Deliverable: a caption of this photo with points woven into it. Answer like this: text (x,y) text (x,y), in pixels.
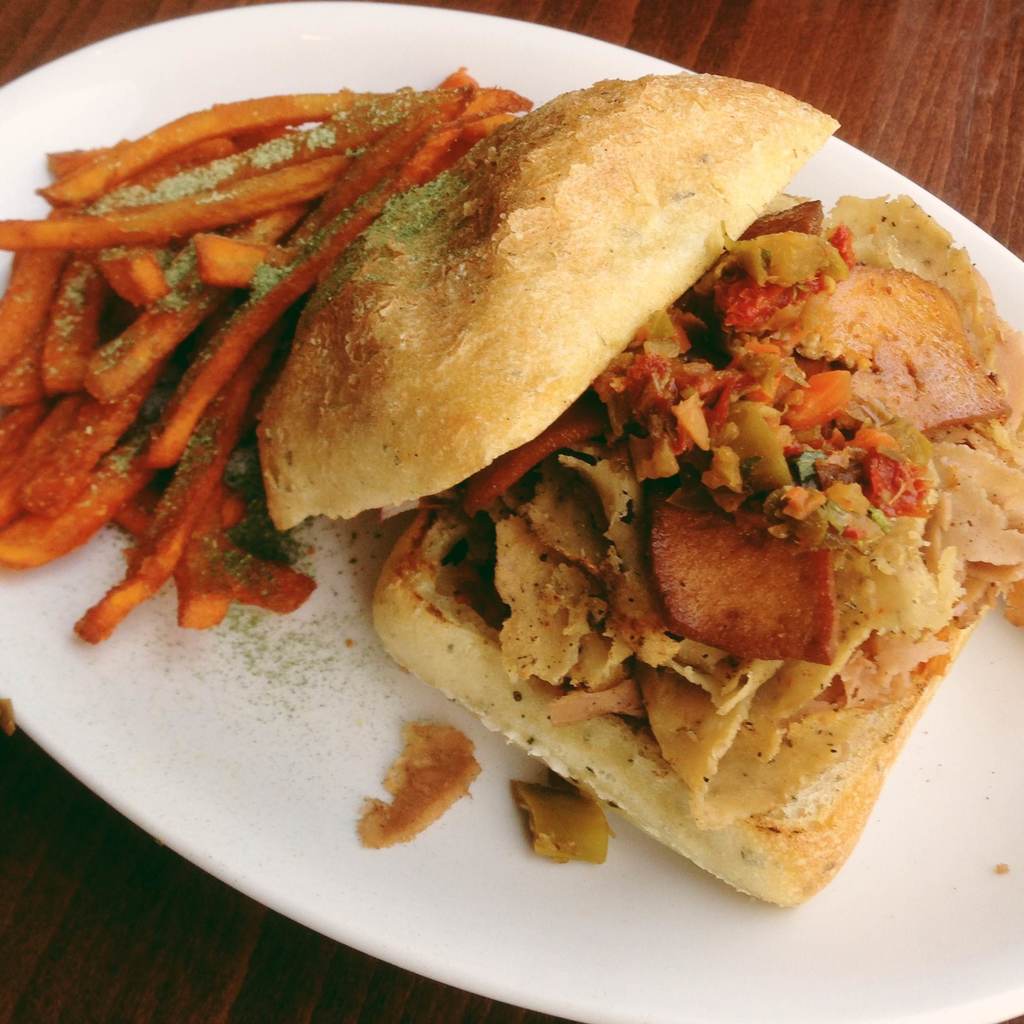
In this image in the center (383,673) there is one plate (280,643), in the plate (1022,285) there are some french fries (177,341) and burger (694,410). At the bottom (137,906) there is a wooden table (205,902).
